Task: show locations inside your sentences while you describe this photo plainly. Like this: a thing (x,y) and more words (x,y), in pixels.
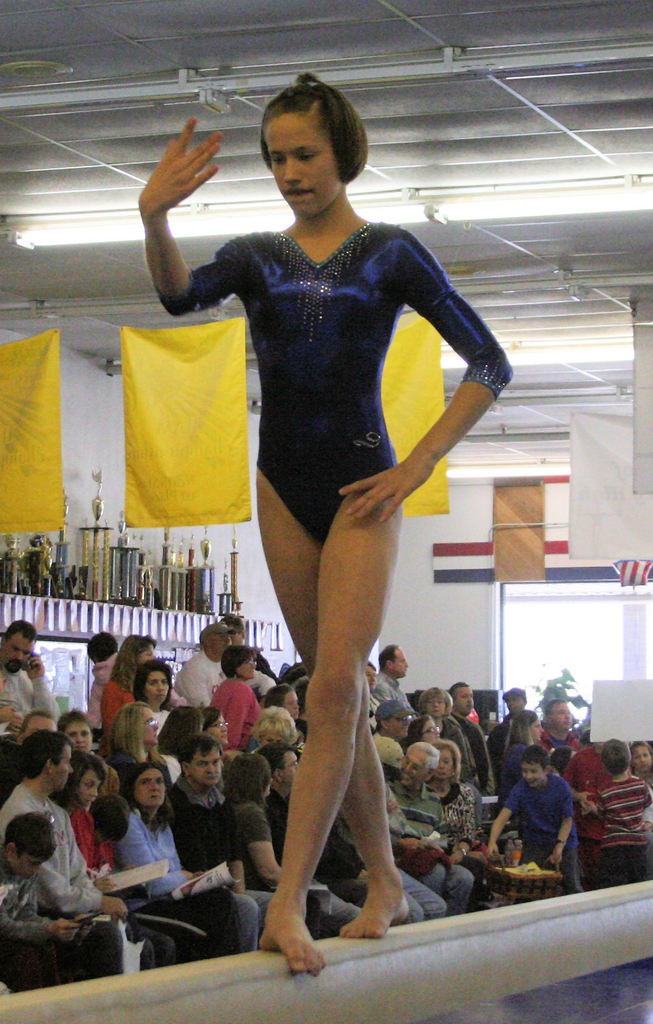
The girl (252,333) in blue dress (336,316) is walking on the balance beam (414,971). Beside her, we see people (260,711) sitting on the chairs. Behind them, we see an awards (130,584) placed on the table (55,610). In the background (419,556), we see a window (575,636) and a white wall (436,591). At the top of the picture (34,142), we see yellow color flags (163,440) and the ceiling (108,56) of the room (145,13).
